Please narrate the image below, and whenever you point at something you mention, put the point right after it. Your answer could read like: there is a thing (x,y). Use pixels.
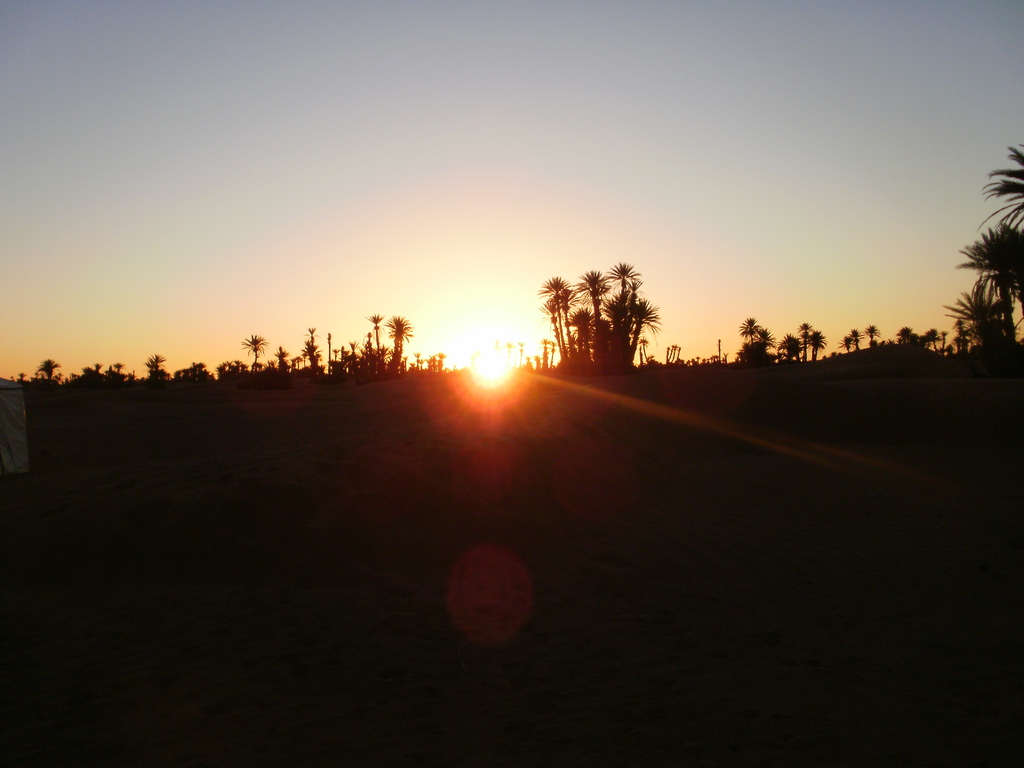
In this picture we can see ground (307,629). In the background of the image (525,345) we can see trees (611,369) and sky (801,296).
